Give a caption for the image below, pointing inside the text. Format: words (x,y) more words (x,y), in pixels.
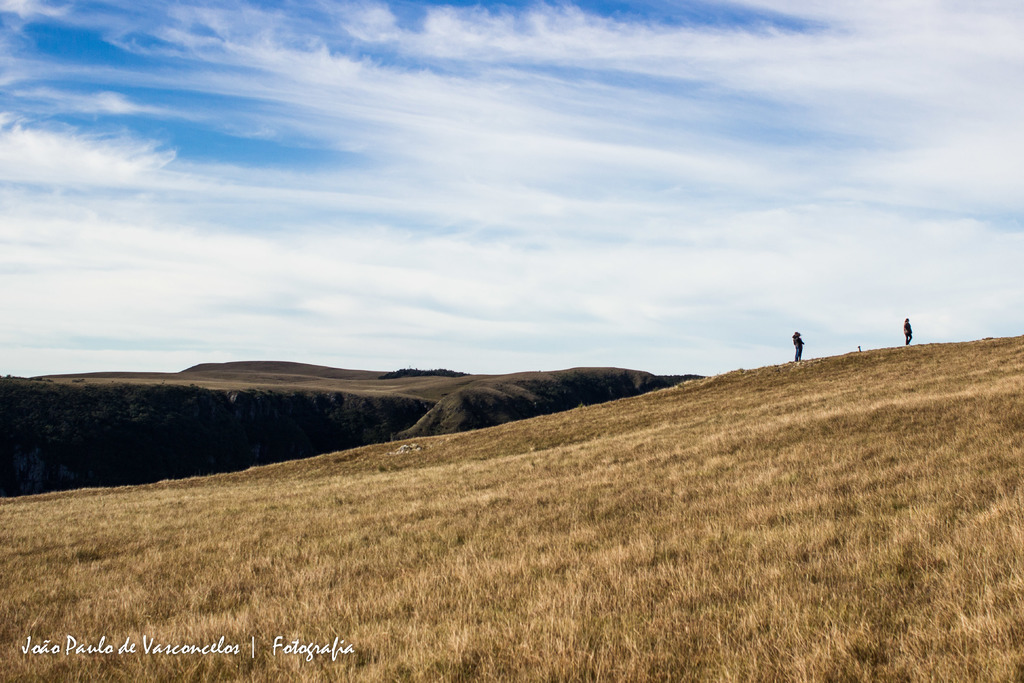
In this image there is a grassy land (674,546) in the bottom of this image (636,529). There are two persons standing on the right side of this image (804,349). there are some trees (179,436) on the left side of this image (206,424). There is a cloudy sky (439,163) on the top of this image (443,161).
